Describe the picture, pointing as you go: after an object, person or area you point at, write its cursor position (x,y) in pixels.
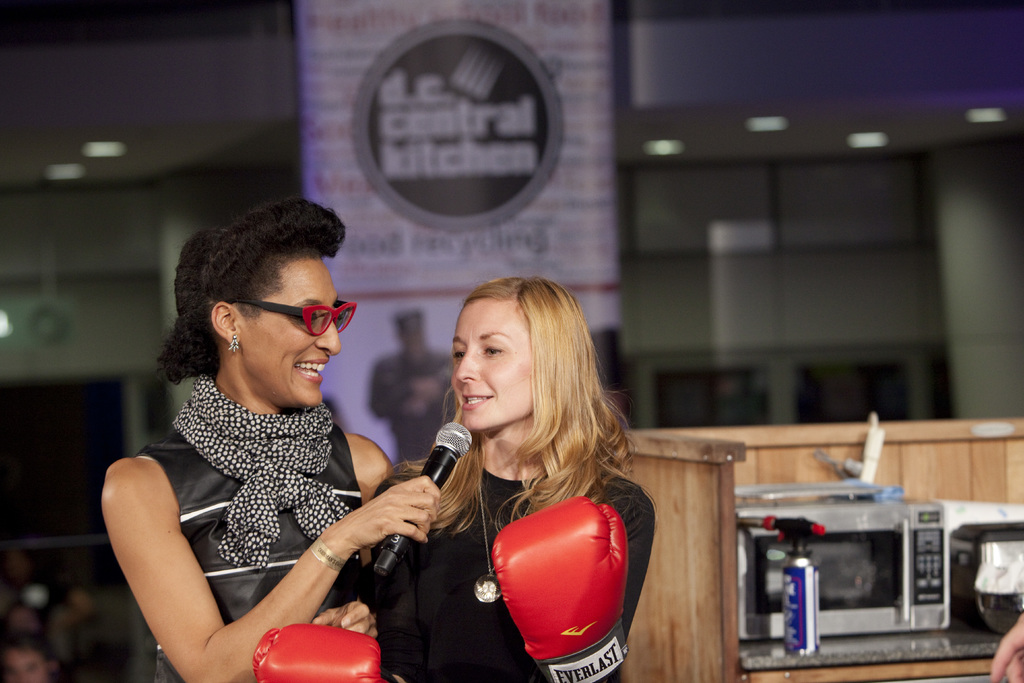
In this picture we can see two women (317,420) one women (280,323) wore spectacle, scarf (264,475) holding mic (449,444) in her hand (406,495) and other woman (456,379) is talking on that mic (436,453) wore gloves (600,585) to her hand (549,591) in the background (756,547) we can see table (970,484), machine (934,544), bottle (787,566), banner (556,87), light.
